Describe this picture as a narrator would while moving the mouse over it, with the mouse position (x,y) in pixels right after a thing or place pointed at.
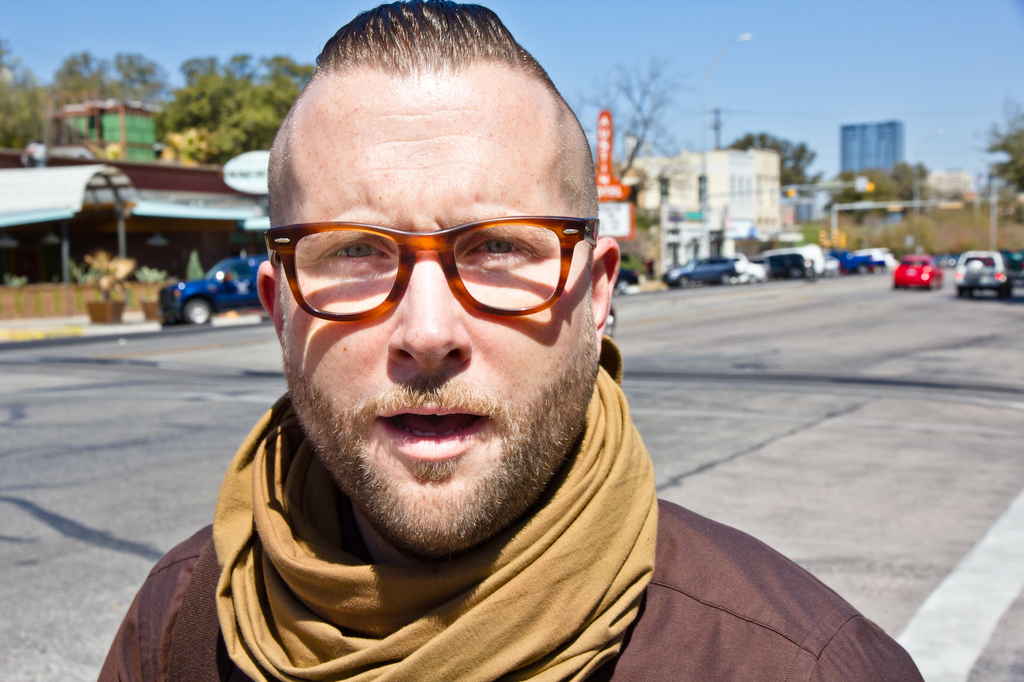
In this image, we can see a person (431,514) who is wearing some clothes (151,660) and a scarf (259,507) over his neck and the person (373,275) is wearing spectacles (410,272) and his mouth (417,417) is open. At the back of the person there are some vehicles (868,260) which are parked on the road (1014,400) and there are also some buildings (176,191) and we can even see sky (874,55), which is blue in color.
